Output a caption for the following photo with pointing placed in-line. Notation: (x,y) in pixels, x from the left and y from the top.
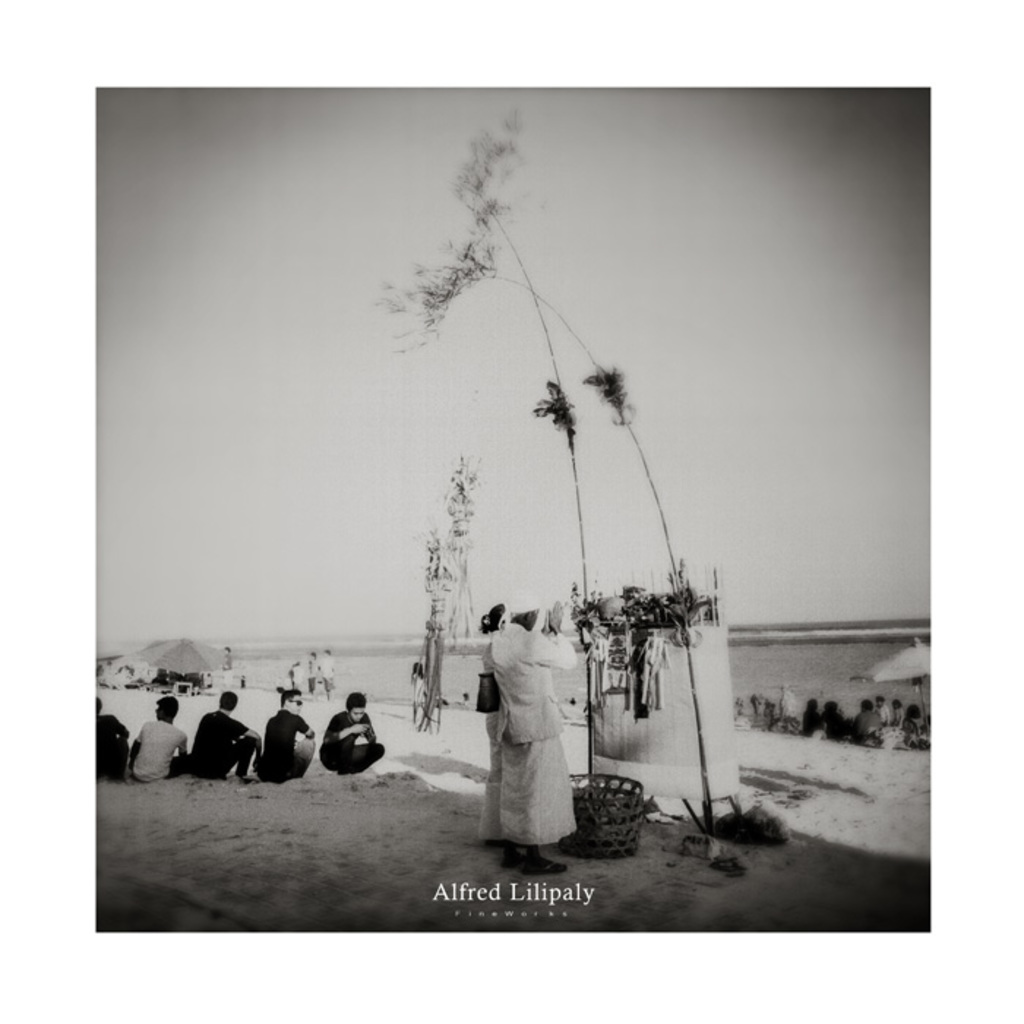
This is a black and white image. Here I can see few plants (680,621). In front of these I can see two persons (520,718) are standing and praying to it. On the right (877,731) and left side of the image (230,761) I can see few people (286,749) are sitting on the ground (337,810). It is looking like a beach (228,863). In the background (914,664), I can see two umbrellas (903,664), under this few people (194,680) are sitting. On the top of the image (217,312) I can see the sky (275,470). At the bottom of this image (483,894) I can see some text (481,894).
